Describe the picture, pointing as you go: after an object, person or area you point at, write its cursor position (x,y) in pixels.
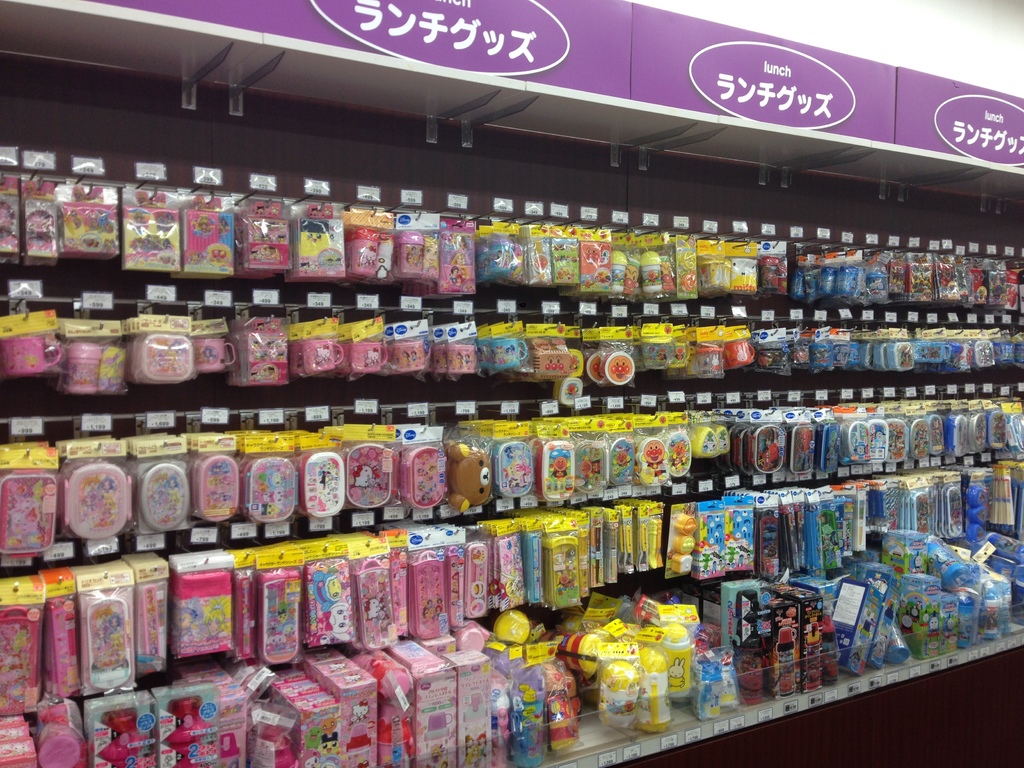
In this image I can see the rack (691,459) and number of objects (427,491) are hanged. I can see the purple colored board (669,75) and the white colored wall (935,33) to the top of the image (906,29).
